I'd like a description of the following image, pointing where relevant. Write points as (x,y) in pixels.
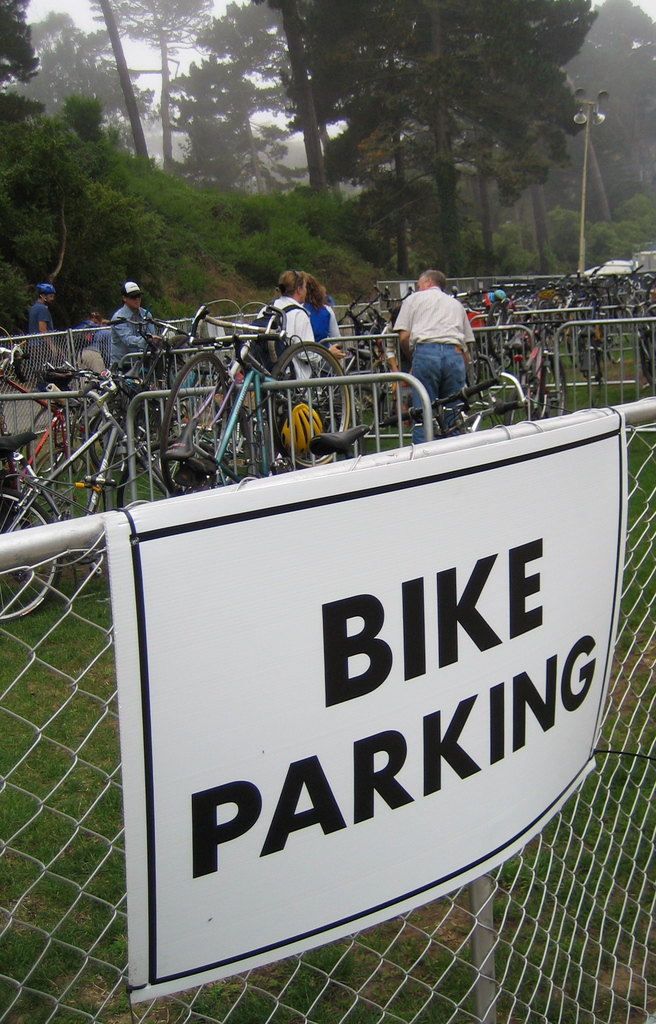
In the picture I can see people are standing on the ground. I can also see fence (250,481), bicycles (411,405) and a board (396,777) which has something written on it. In the background (188,234) I can see the grass (186,246), trees (245,162) and the sky (182,140).
